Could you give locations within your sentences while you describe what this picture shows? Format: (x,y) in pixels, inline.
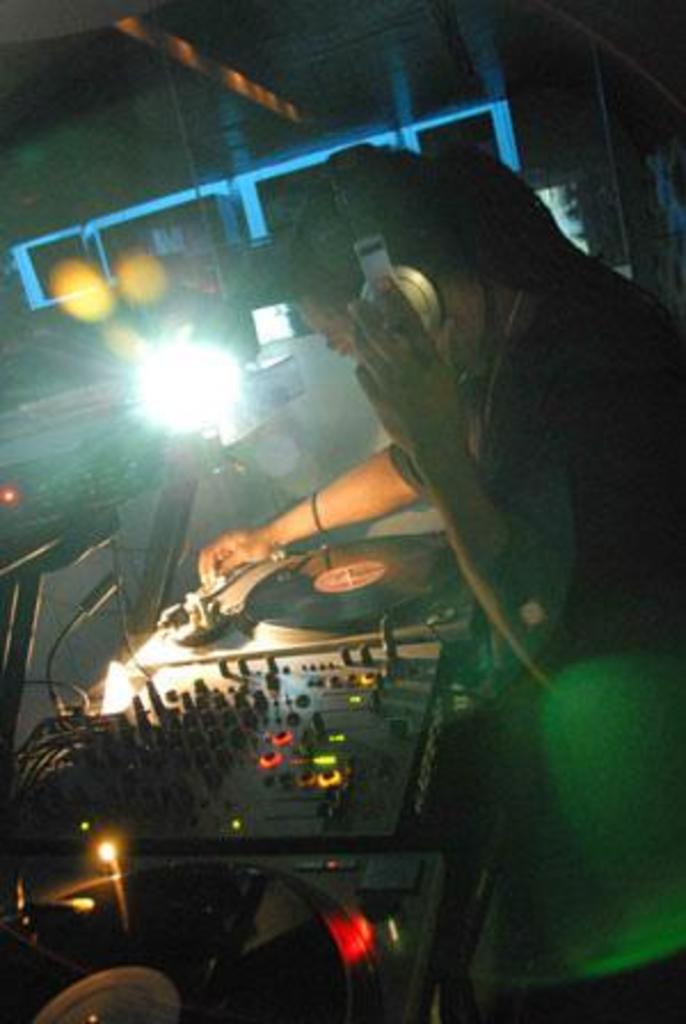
In this picture we can see a man (474,336), he wore a headset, in front of him we can find few musical instruments (187,823), in the background (127,376) we can see lights (218,376).
